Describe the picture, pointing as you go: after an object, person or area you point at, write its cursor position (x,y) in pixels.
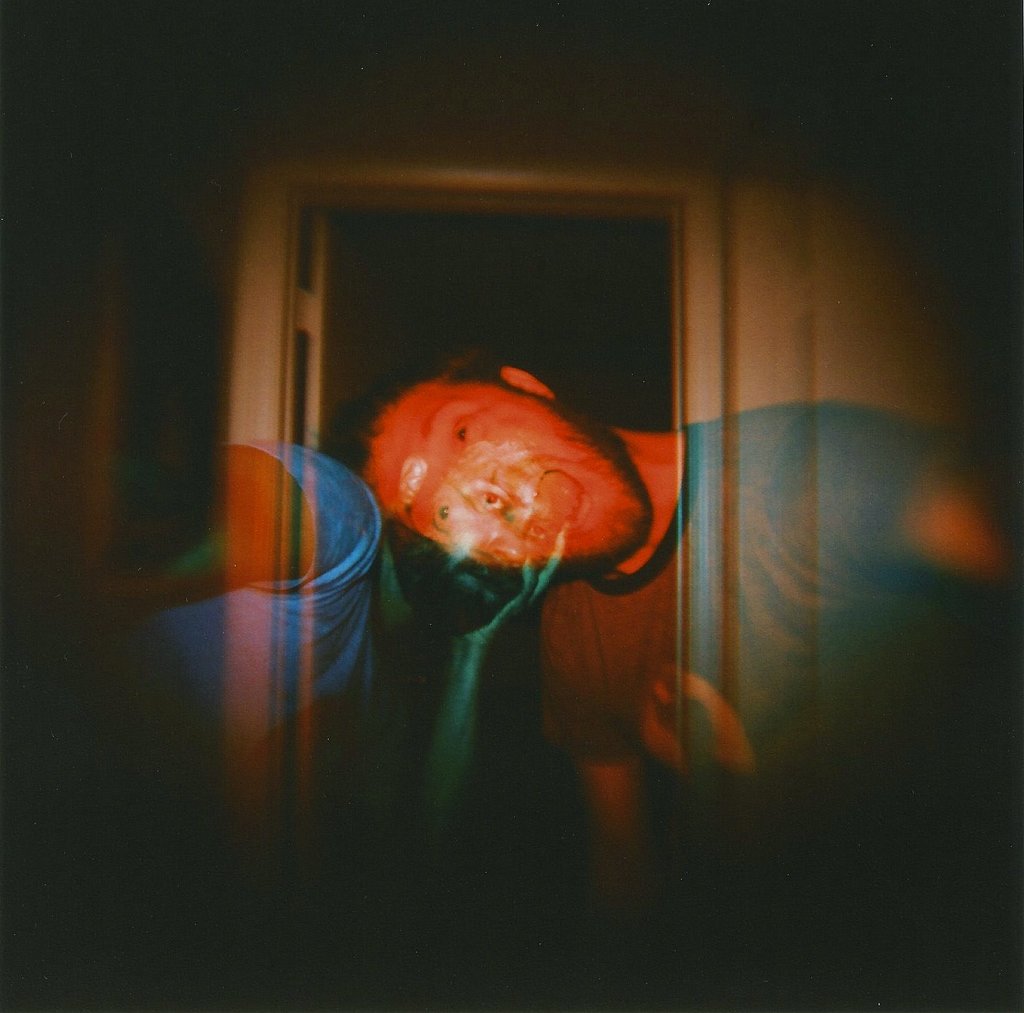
This looks like an edited image. I think there are two people (292,639) standing. This looks like an entrance (570,220).
